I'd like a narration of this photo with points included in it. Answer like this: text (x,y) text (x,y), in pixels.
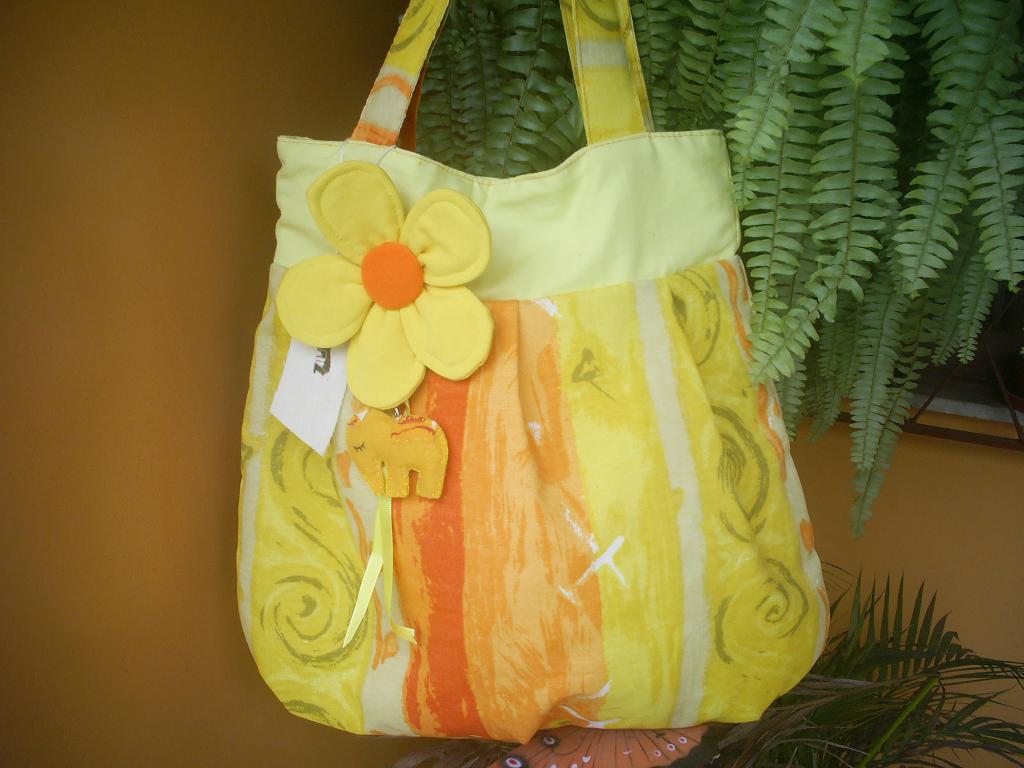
In this image, a handbag (805,630) is visible made up of cloth (576,496). In the bottom right (831,746), a house plant (877,652) is visible. And in the top right (898,68), plants (843,119) are visible. In the left (181,34), a wall (248,170) is visible of light brown in color. This image is taken outside the house (820,512) during day time.
